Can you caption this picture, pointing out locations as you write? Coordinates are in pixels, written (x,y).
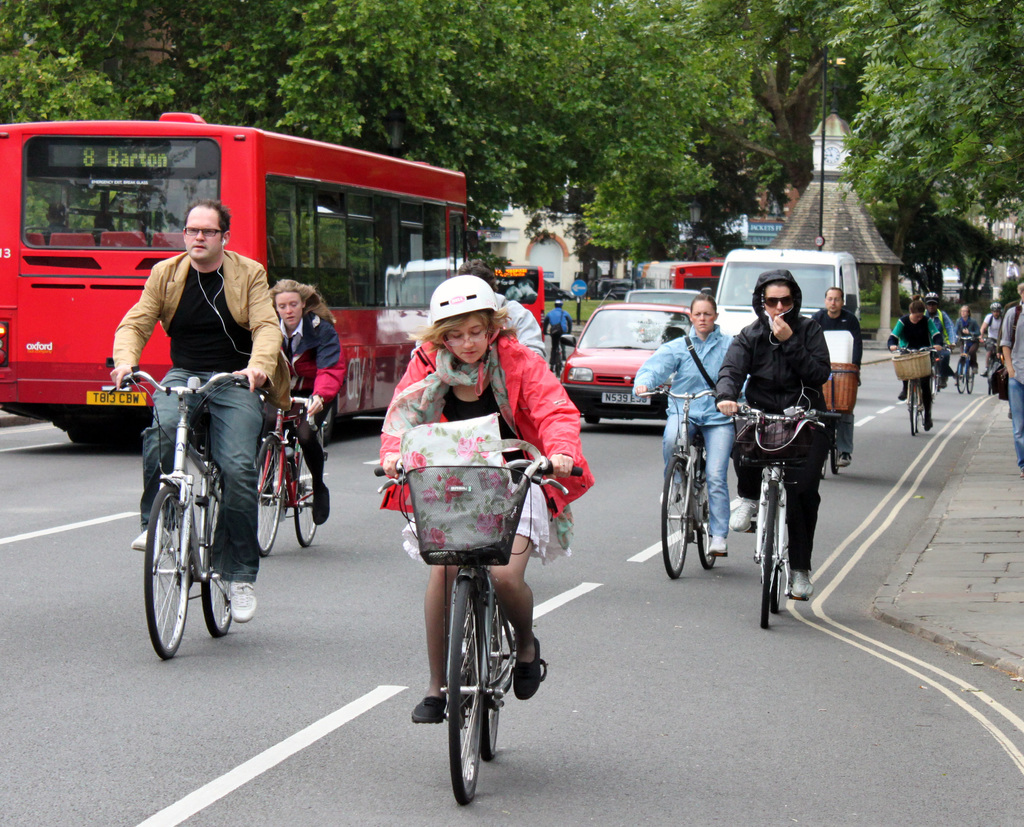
In this image i can see few people (739,384) riding their bicycles (292,422) and few other vehicles (604,332). In the background (552,262) i can see few trees (553,215), buildings (559,245) and the road (882,410).
